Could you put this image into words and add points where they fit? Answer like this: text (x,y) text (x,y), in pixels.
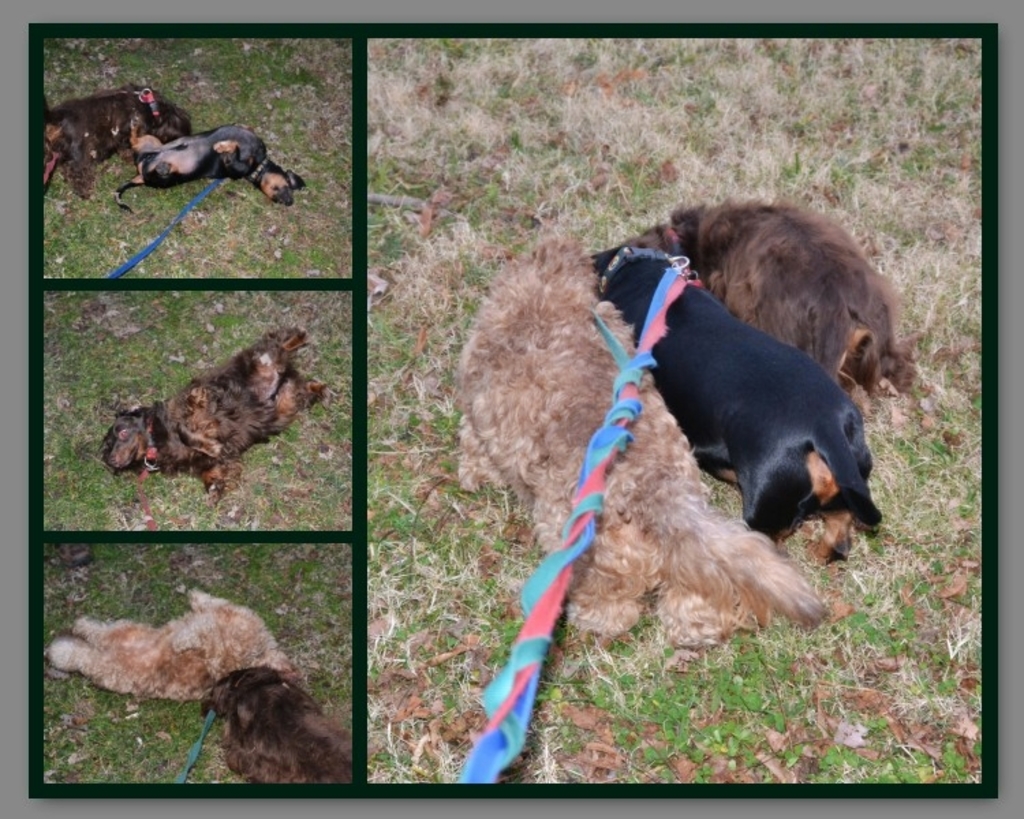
It is a collage image, there are total four pictures. There are three dogs (733,357) and the pictures consist of different images of dogs (573,375).
